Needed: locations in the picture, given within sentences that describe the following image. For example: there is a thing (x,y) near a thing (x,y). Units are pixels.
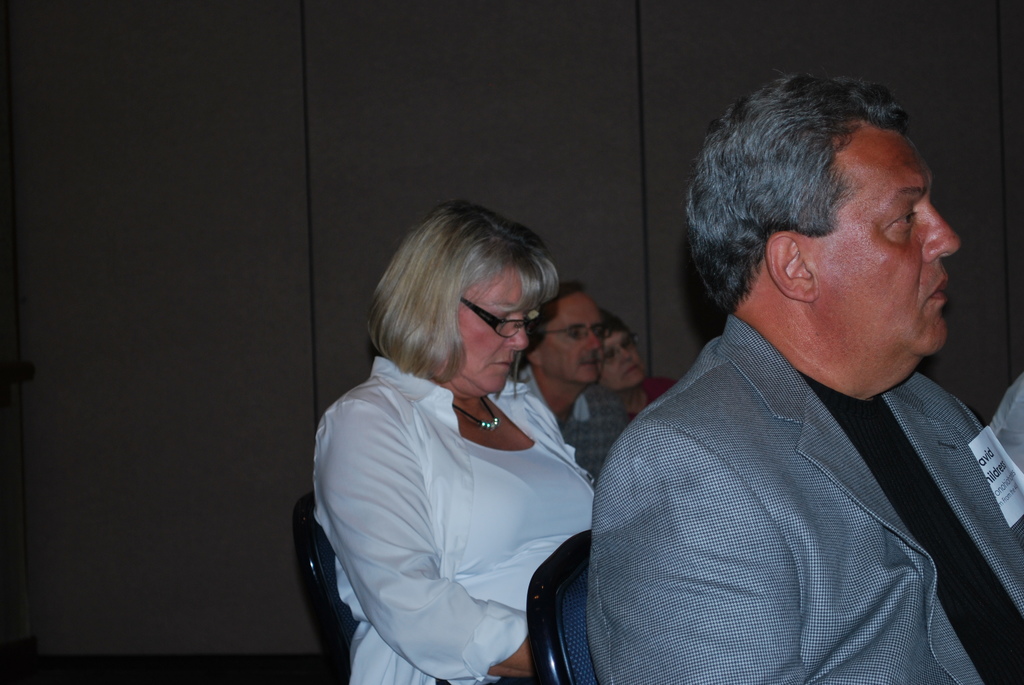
This image consists of a 4 people (797,438). The one who is in the right side (779,477) is wearing jacket (758,504). All of them are sitting. The one who is in the middle (500,413) is woman (505,383). She is wearing white dress (490,499), she's wearing specs (498,328) and chain (495,418).
